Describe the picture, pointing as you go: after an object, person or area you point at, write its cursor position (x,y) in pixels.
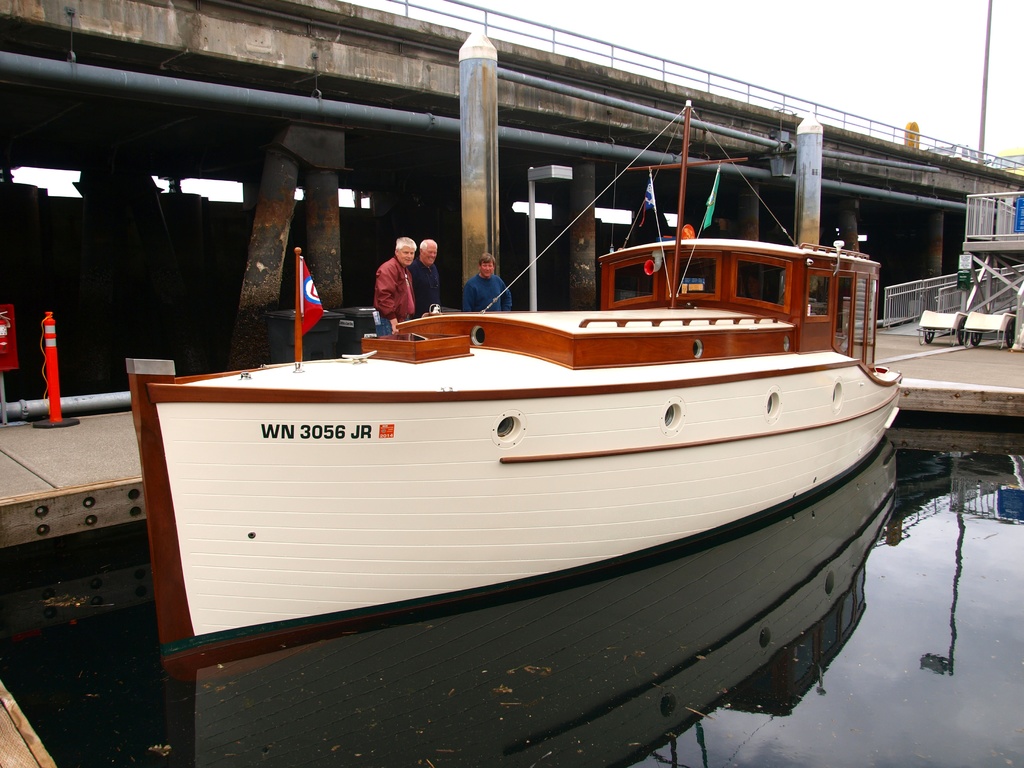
In this picture there are three persons (386,293) were standing near to the boat (606,394). At the bottom (619,683) there is a water (655,664). On the background (52,124) I can see the pillars (490,113), pipes (586,151), poles (470,112), bridge (636,124) and other objects (1005,213). Above the bridge (958,175) I can see the railing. At the top (854,32) there is a sky (854,32).
